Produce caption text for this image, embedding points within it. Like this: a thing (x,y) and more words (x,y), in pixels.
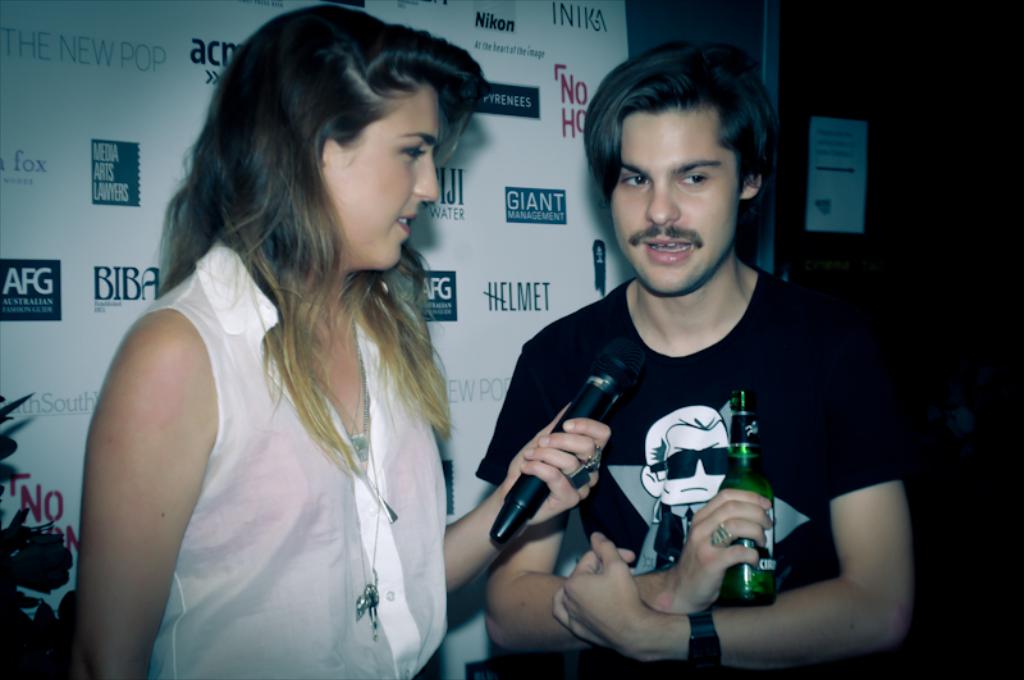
In this image, woman (567,428) is holding a microphone (593,411) and men (776,392) is holding a bottle (749,451). Behind them there is a banner (523,254) white color it is. On right side (828,183), there is a poster (830,201) we can see. Left side (25,564) we can see a plant (34,578).
